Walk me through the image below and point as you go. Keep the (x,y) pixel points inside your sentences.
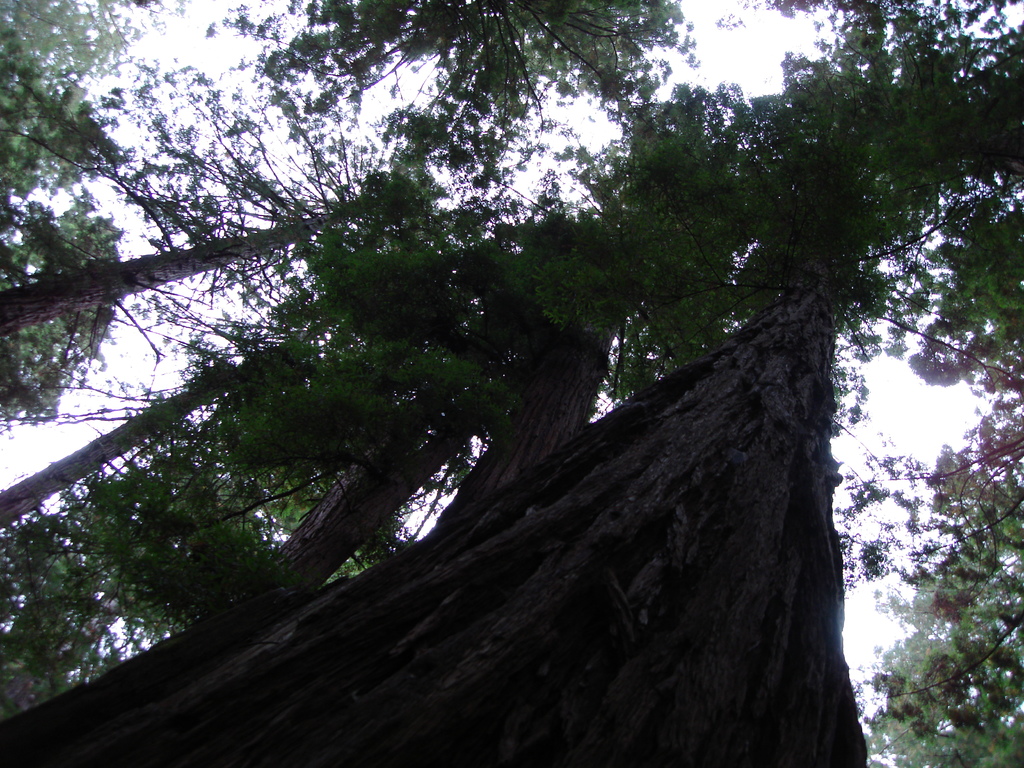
In this image we can see trees (467,287).
